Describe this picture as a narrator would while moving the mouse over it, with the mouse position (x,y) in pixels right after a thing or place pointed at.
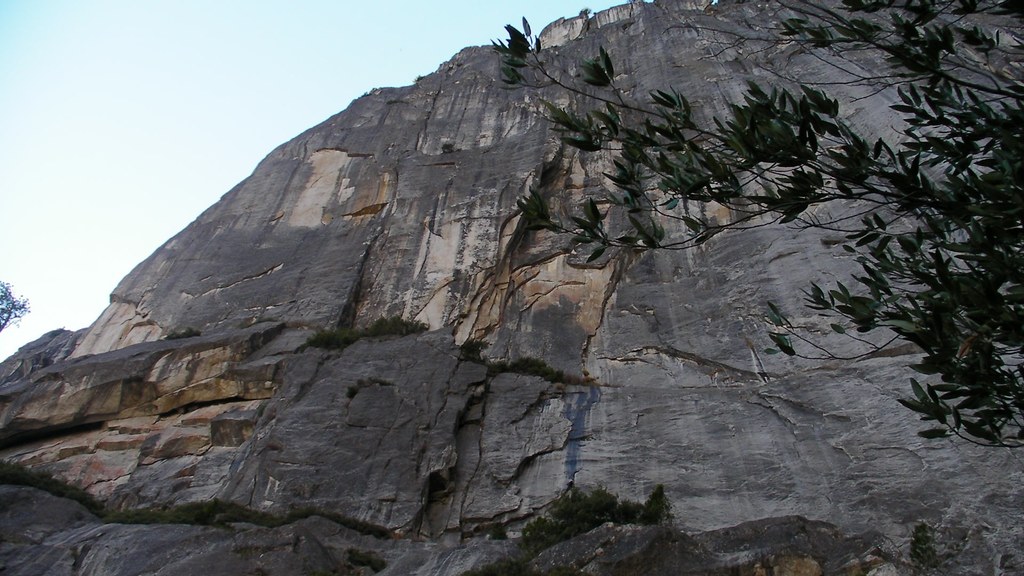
In the image we can see some trees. Behind the trees (944,436) there is a rock (397,129). At the top of the image (383,70) there is sky (191,62).
